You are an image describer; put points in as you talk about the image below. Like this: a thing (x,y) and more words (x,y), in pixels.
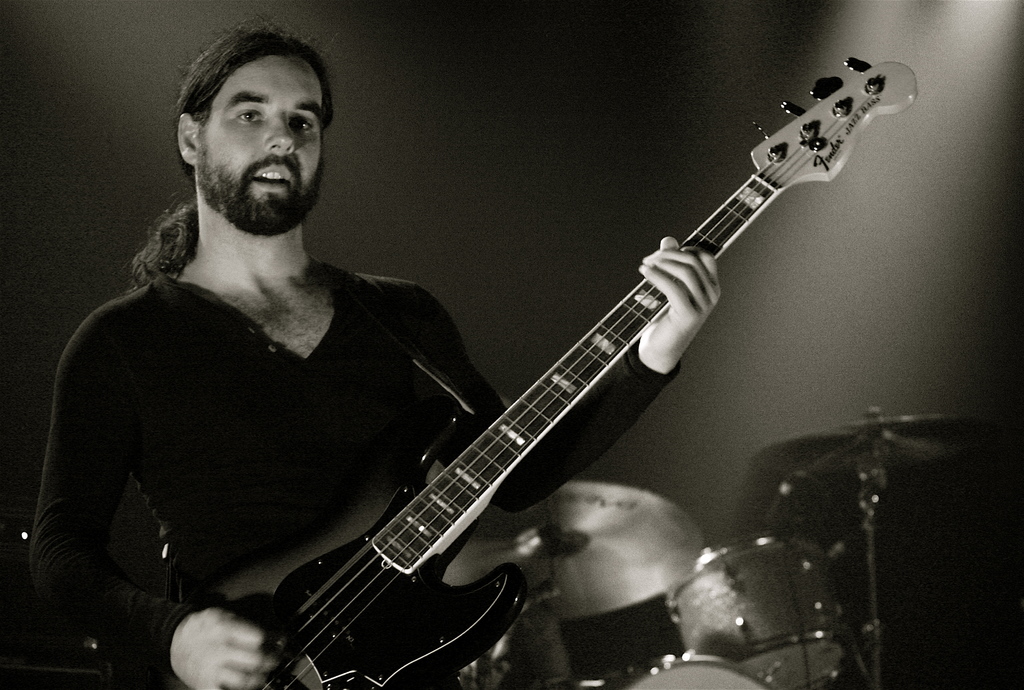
Person (278,480) playing guitar (407,570), this is drum (747,611).
